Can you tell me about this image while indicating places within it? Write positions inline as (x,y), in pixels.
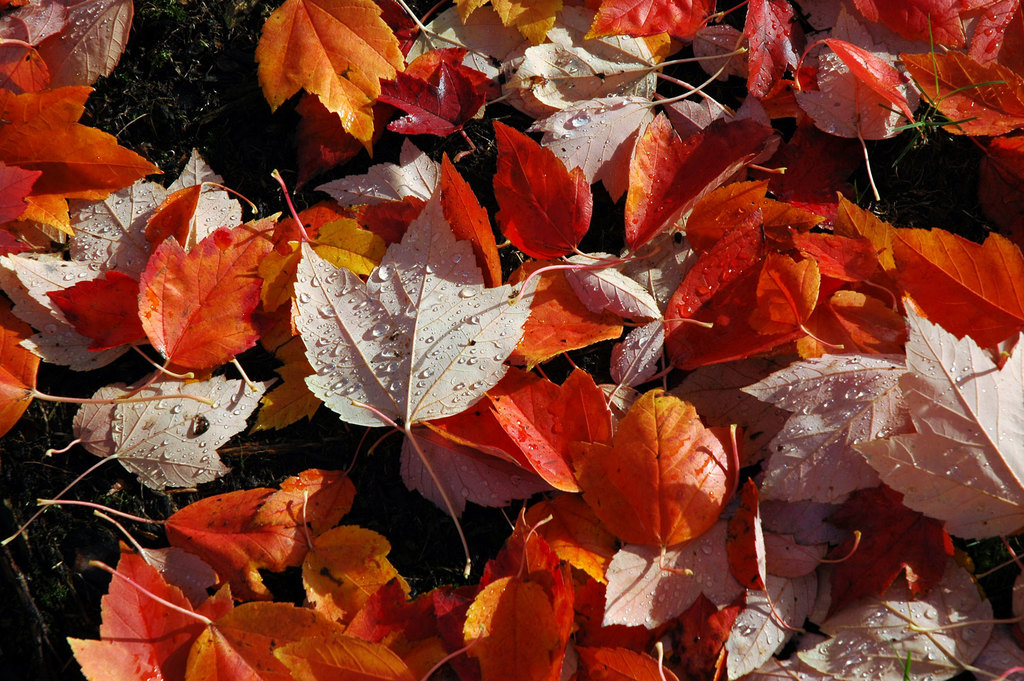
These are the autumn leaves (340,275), which are lying on the ground (381,153). This is the grass (185,53). I can see water drops (329,326) on the leaves (437,345).
